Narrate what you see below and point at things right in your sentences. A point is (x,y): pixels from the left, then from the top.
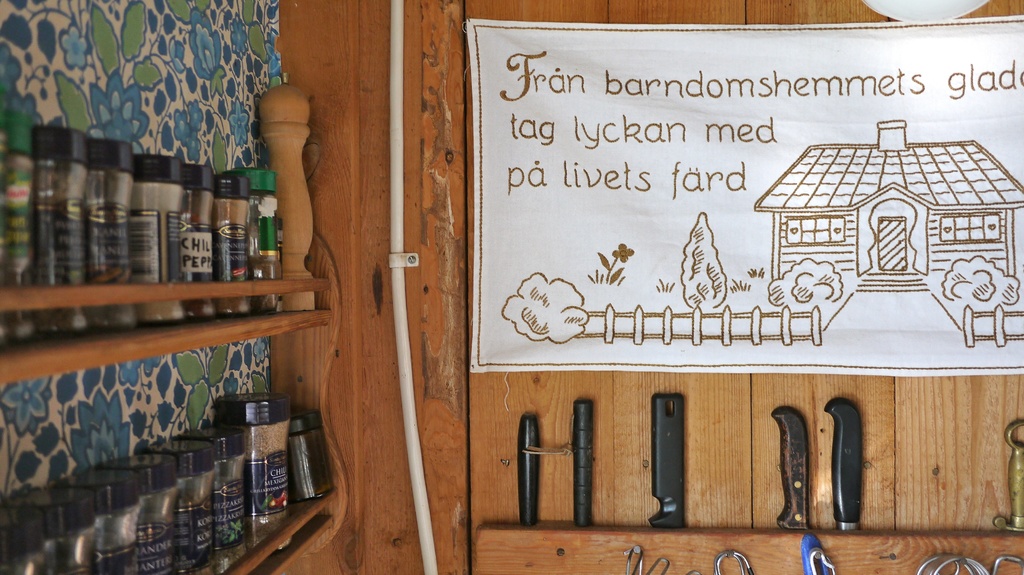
In the foreground of the image (718,512) we can see some knives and some objects (956,567) placed on the wooden surface (682,389) and a banner (575,131) with a photo (934,143) and some text (544,183). On the left side of the image (282,255) we can see group of bottles (109,478) placed in racks (250,289) and a cable (401,118).
